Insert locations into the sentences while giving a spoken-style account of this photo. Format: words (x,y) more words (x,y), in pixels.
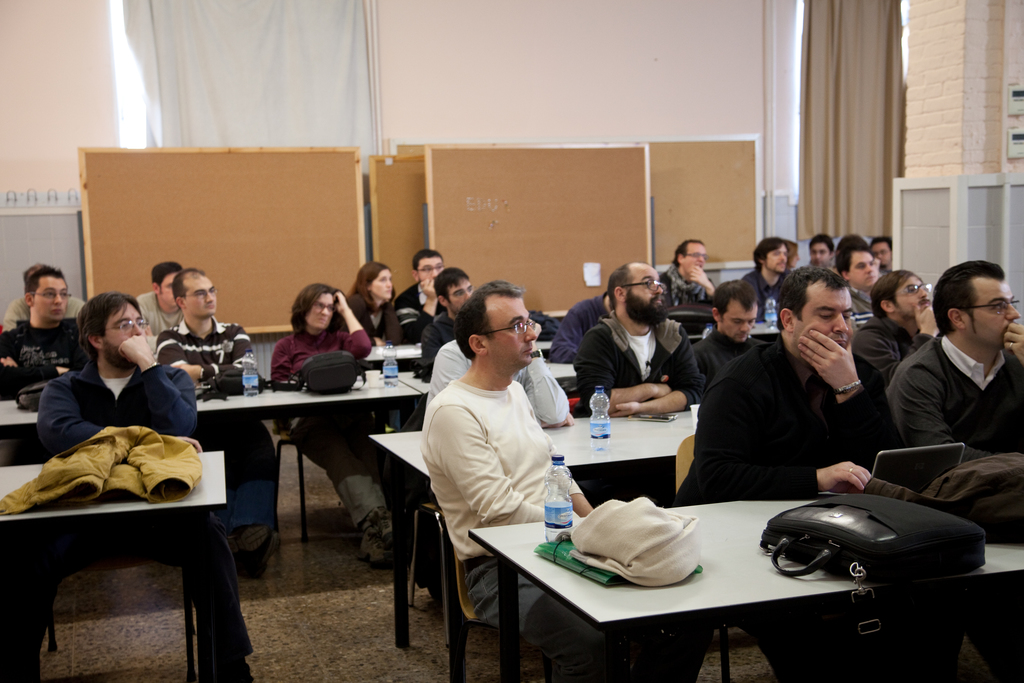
In the image few people (33,329) are sitting on a chairs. In front of them are some tables (402,631) on the table (743,557) there are some water bottles (249,362) and bags (842,495).
